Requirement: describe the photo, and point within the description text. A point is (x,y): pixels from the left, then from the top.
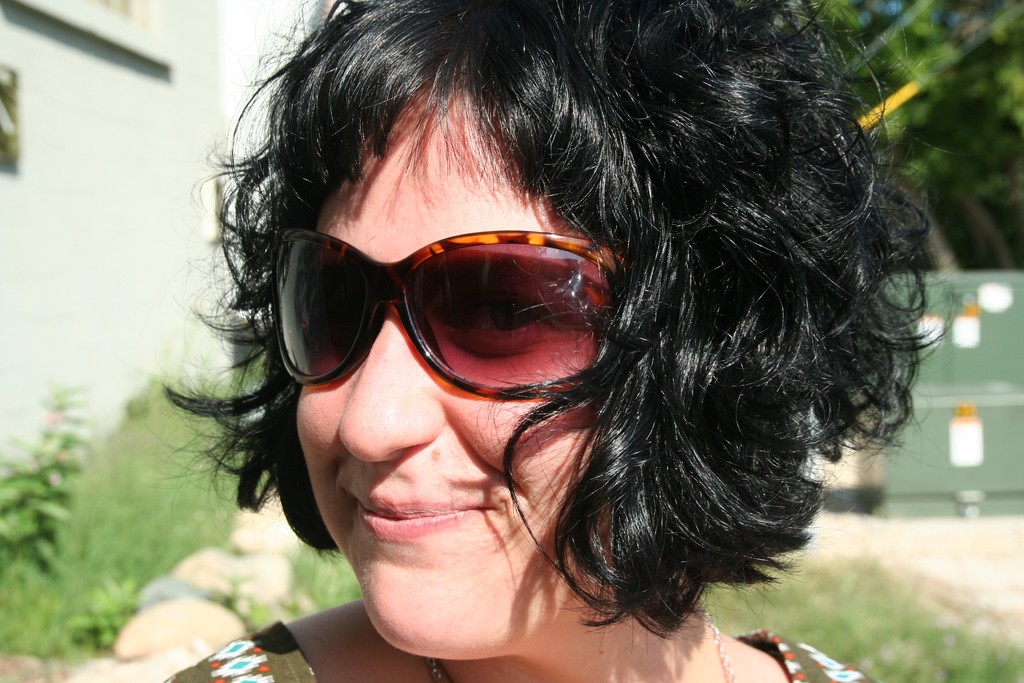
In this picture there is a woman (544,283) with goggles (542,283). At the back (18,227) there is a building (41,222) and there are trees (912,75). On the right side of the image (998,315) there are objects (958,349). At the bottom (936,528) there is ground (970,574) and there are stones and there is grass (961,667).
